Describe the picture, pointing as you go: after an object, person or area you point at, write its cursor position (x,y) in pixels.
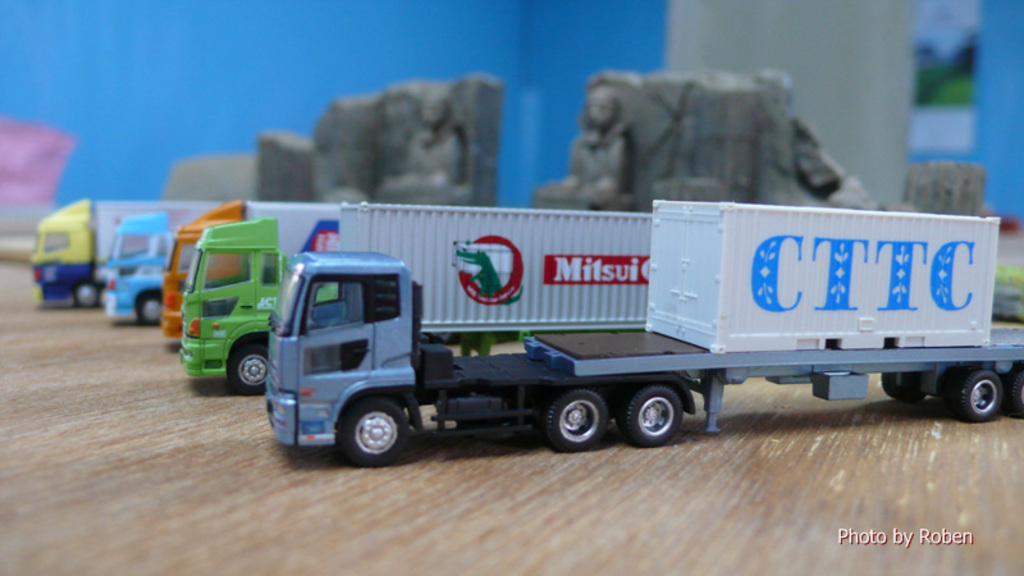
In this picture we can see few vehicles (399,383) on the ground (430,444) and in the background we can see it is blue color, in the bottom right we can see some text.
